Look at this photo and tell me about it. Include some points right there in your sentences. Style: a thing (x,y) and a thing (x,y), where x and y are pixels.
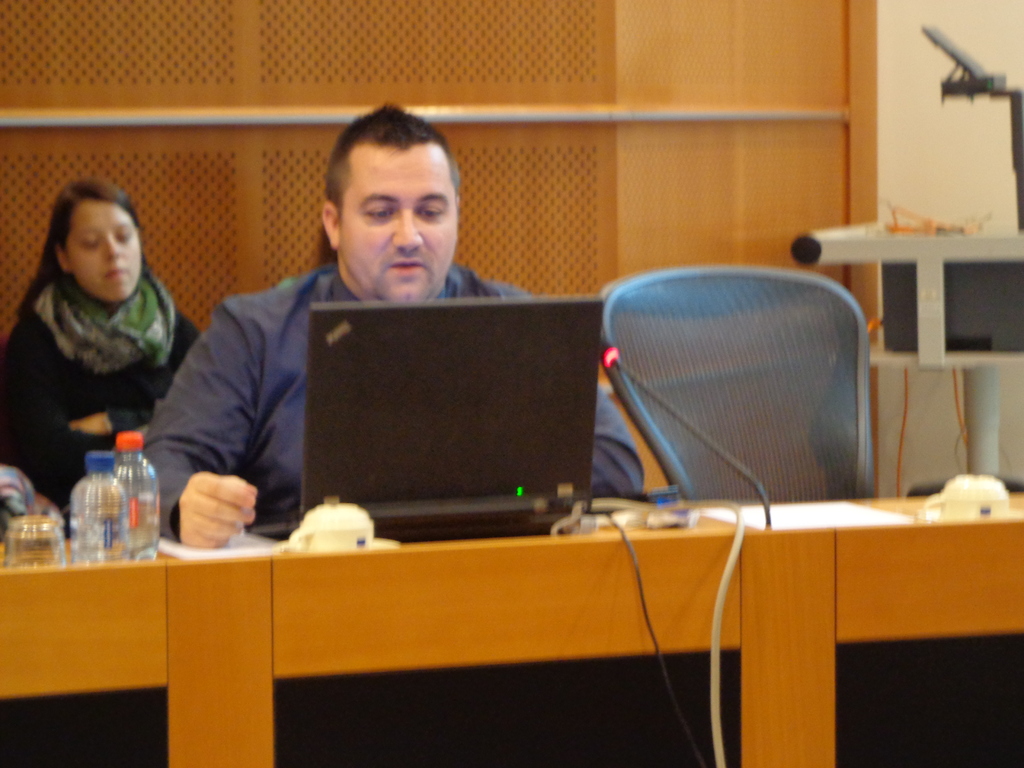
In this image there is a person (394,300) sitting on the chair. Before him there is a table (278,589) having bottles (91,537), laptop (439,451), mike (702,434) and few objects (842,521). Right side (771,377) there is a chair (741,372). Left side (74,408) a woman (130,366) wearing a scarf (101,316) is sitting. Right side (990,414) there is an object (996,398). Background (913,397) there is a wall (605,167).
